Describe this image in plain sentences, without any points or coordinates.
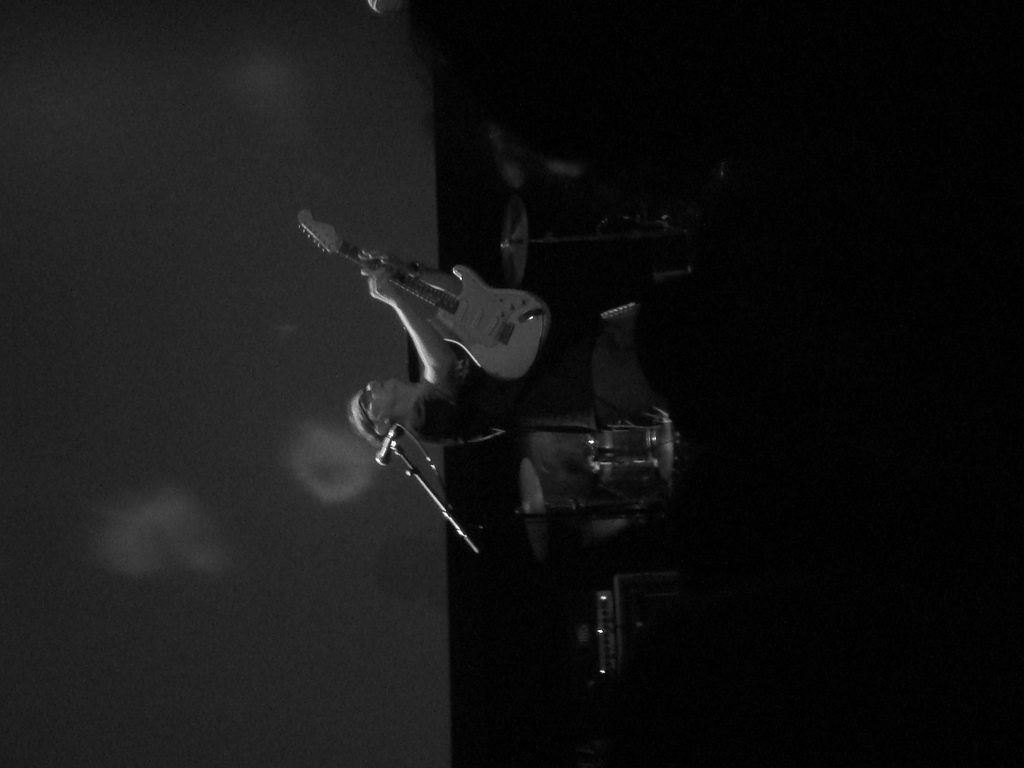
In the center of the image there is a person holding a guitar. This is a black and white image.
